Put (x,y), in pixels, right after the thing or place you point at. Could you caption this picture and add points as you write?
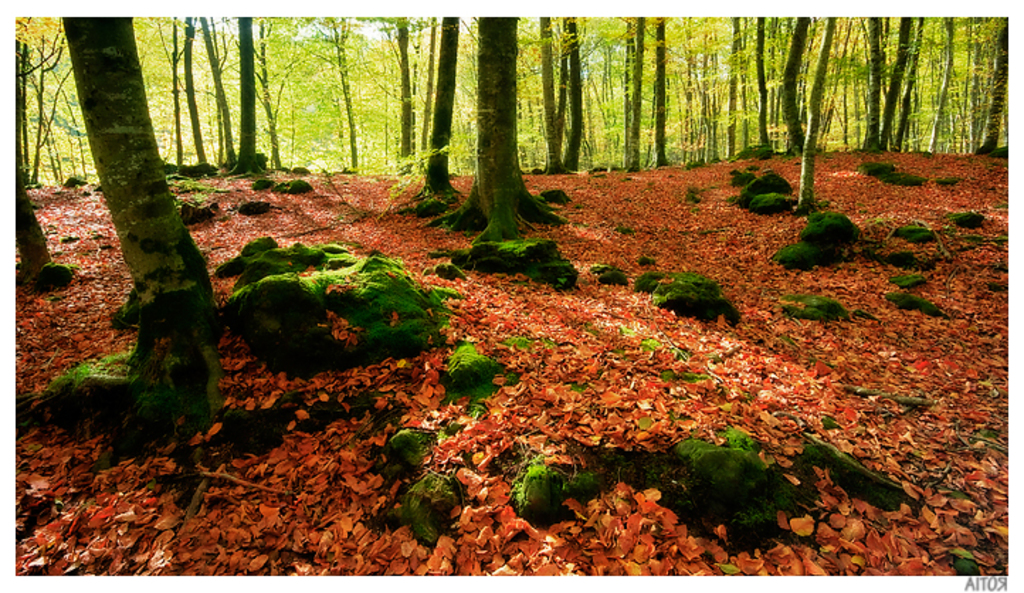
This picture consists of forest (727,158), in the forest (766,83) I can see trees (143,180), stones (350,246) and leaves (670,368) visible at the bottom (110,552).
